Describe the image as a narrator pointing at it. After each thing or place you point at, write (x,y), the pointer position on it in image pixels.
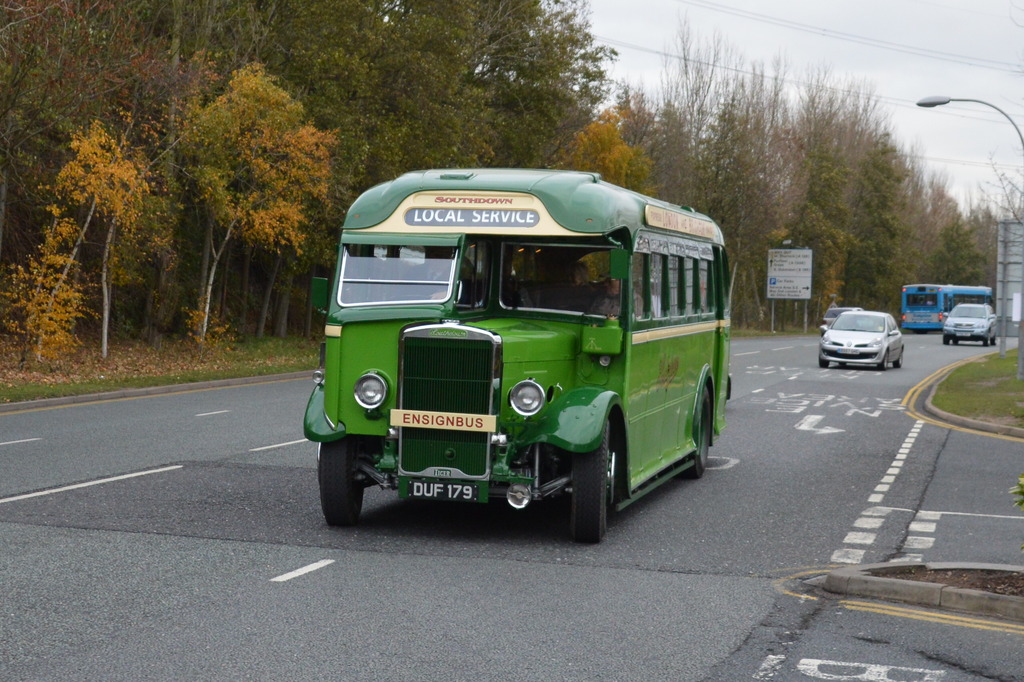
In this image, there are vehicles (611,406) on the road (776,466). I can see the trees (655,118) and boards (790,288). On the right side of the image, I can see a street light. In the background (987,146), there is the sky (890,18).
